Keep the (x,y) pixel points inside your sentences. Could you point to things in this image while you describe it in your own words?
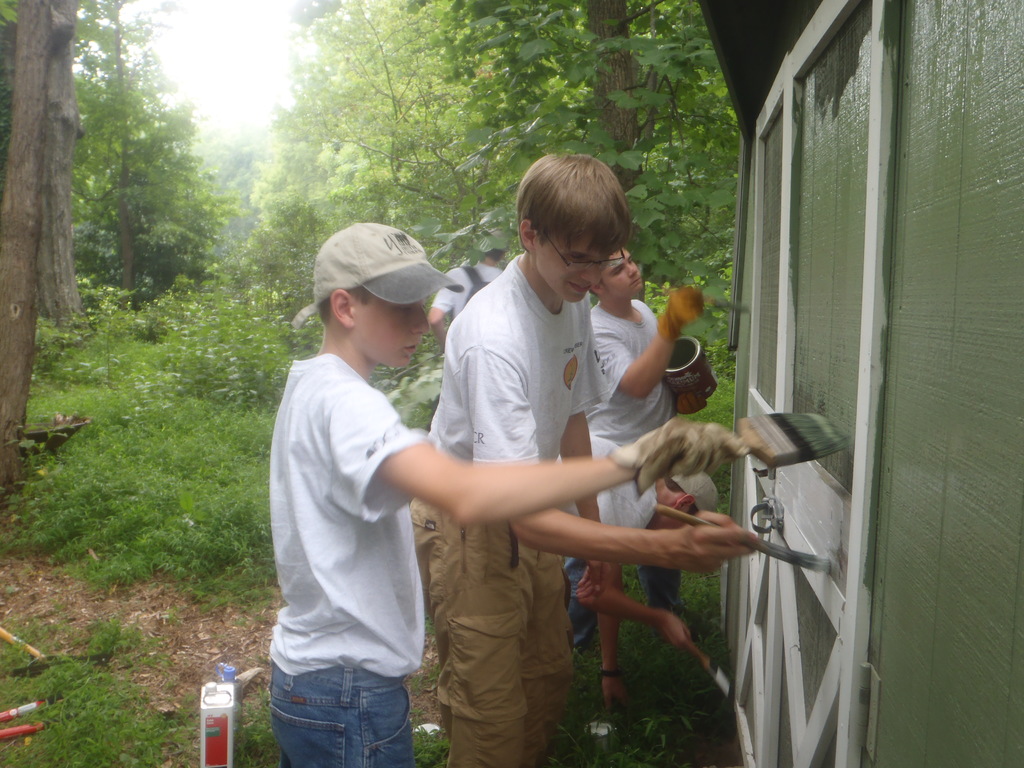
In this image, we can see few people (338,399). Few are holding brushes (699,526) and painting on the wall (883,478). At the bottom (657,685), we can see container (224,708), few objects (31,710), grass (624,710). Background (103,281) there are so many trees (714,340), plants (148,325) we can see.
